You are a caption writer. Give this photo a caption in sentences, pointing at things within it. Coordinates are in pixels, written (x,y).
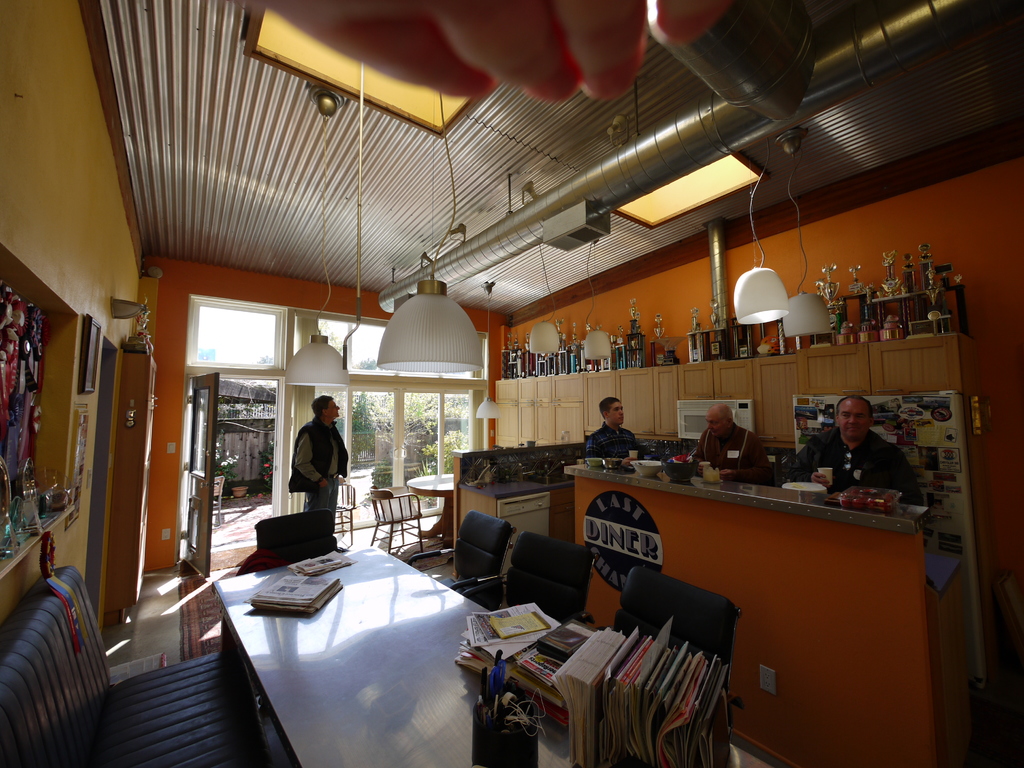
In this image we can see some people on the floor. We can also see some objects (523,764) and books (698,730) on the tables (539,760), a group of chairs (651,600), a sofa (194,763), the mementos (830,291) and some objects (652,343) placed on the cupboards (655,387), windows (366,488), a door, some plants (270,479) and a roof (476,206) with some ceiling lights (818,303). On the top of the image (598,48) we can see the fingers (610,57) of a person (539,46).
